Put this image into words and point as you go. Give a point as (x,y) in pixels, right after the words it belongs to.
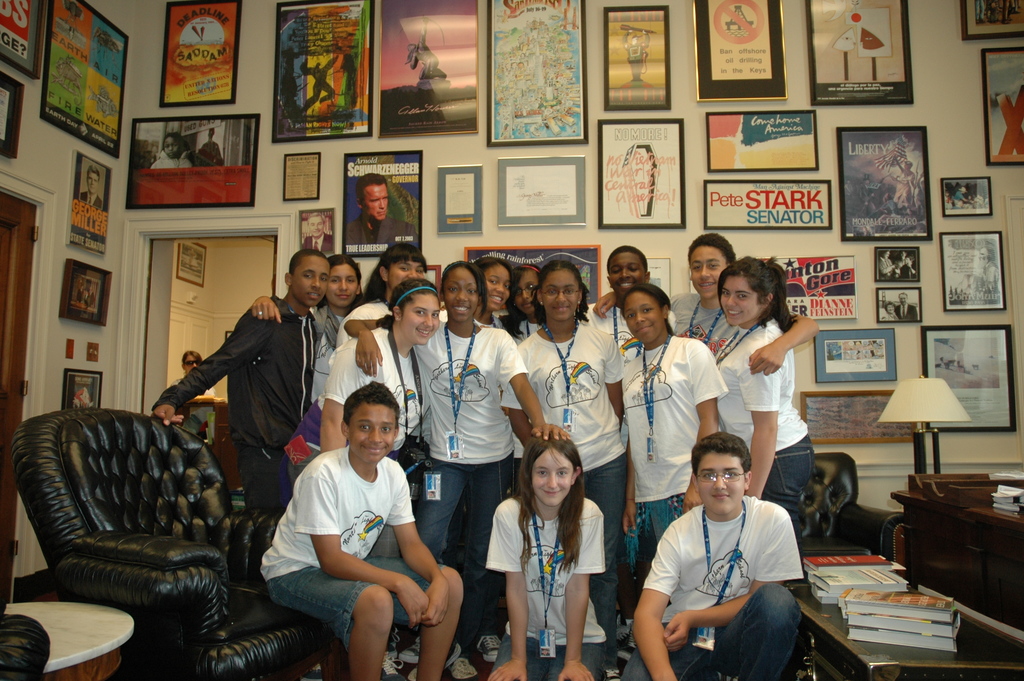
In this image there are group of people (575,339) standing and three of them (661,541) are sitting. I can see books (864,617) placed on the table (853,649). At the right side of the image (921,448) I can see a lamp (914,435), and this is a black couch (152,502). These are the photo frames (674,144) and posters (287,97) which are attached to the wall (246,77). At background (182,362) I can see another standing. It looks like an another room (216,289). This is a teapoy (87,647). At the right side (929,500) there is another table (977,516) where some objects (983,502) are placed.
